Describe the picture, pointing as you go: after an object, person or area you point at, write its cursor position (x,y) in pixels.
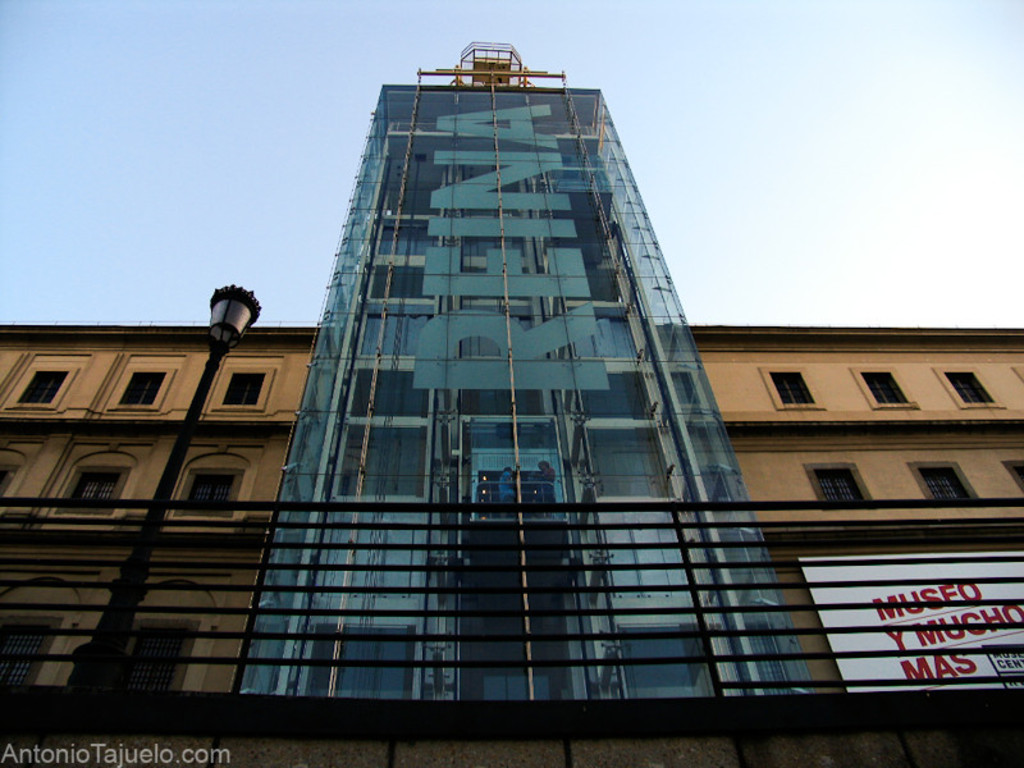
In this picture we can see building (453,379), fence (470,704), light pole (118,596) and banner (848,589), inside of the building (267,460) we can see people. In the background of the image (779,220) we can see the sky (744,265). In the bottom left side of the image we can see text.
